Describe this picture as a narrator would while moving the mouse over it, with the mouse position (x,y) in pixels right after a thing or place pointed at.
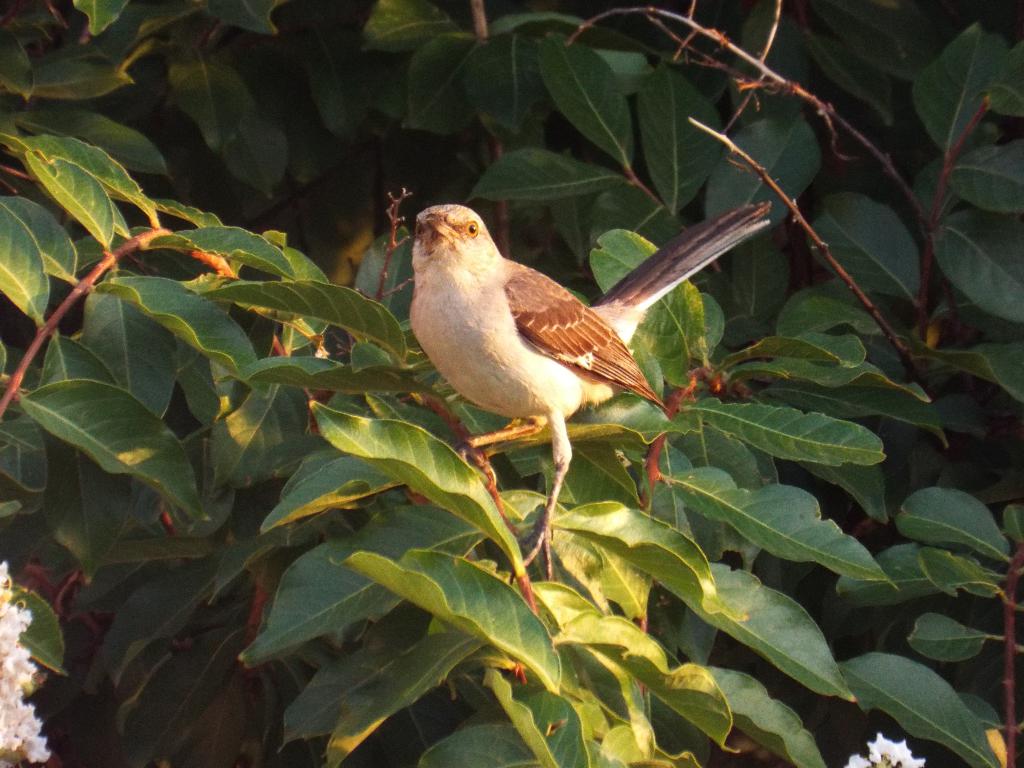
In this image I can see a bird (466,313) on the plant (381,469). At the bottom of the image (5,683) I can see white color flowers (15,715). Here I can see green color leaves (98,297) and stems (757,167).
